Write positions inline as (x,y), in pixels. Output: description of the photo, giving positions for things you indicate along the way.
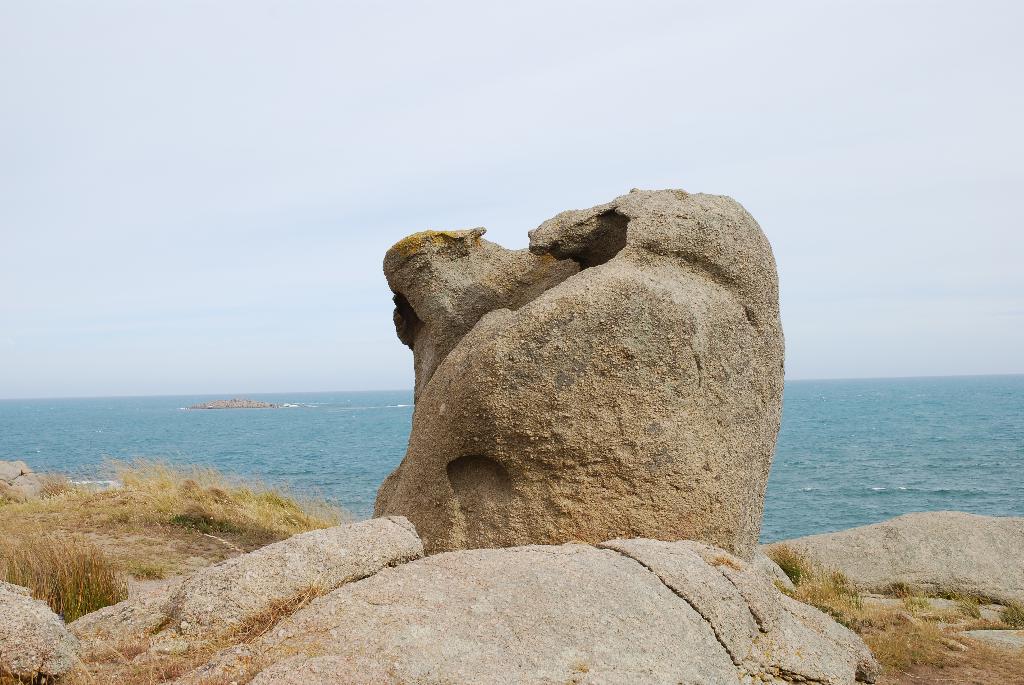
This is an outside view. At the bottom (356,599) there are some rocks (361,596) and grass (82,544). In the background (871,457) there is an Ocean (307,446). At the top of the image (424,112) I can see the sky (273,98).
